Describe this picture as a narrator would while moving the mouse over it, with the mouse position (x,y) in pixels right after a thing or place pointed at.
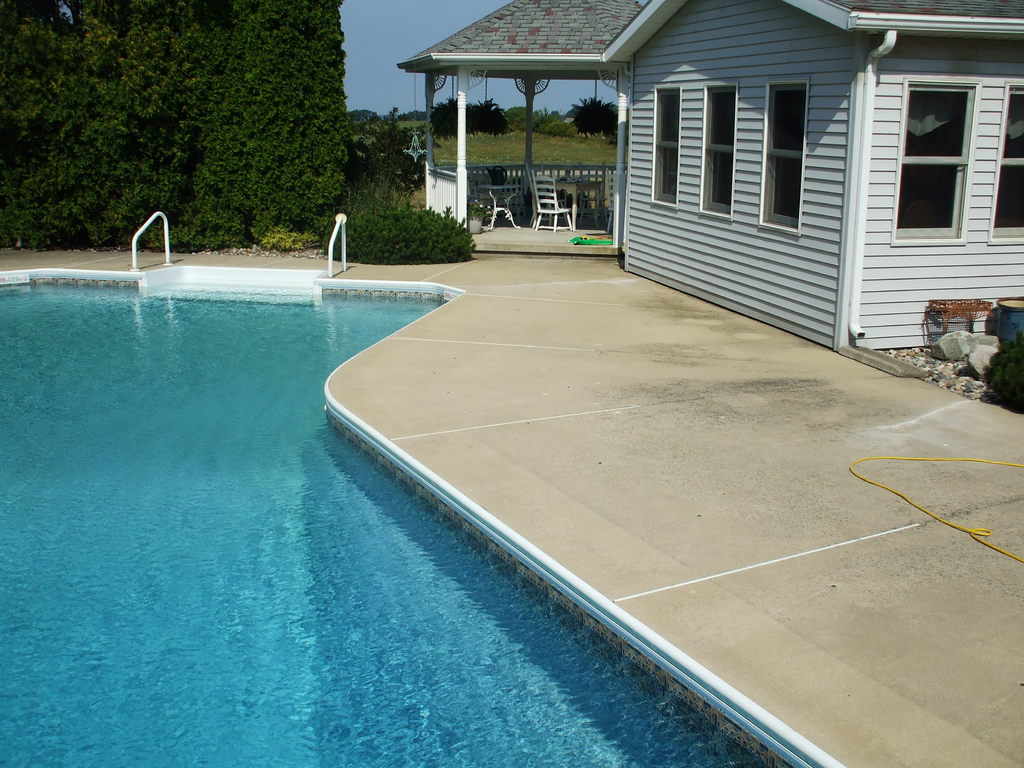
At the bottom of the image (133,625) there is a swimming pool (380,284). In the top right corner of the image (974,233) there is a house (974,233), in the house (683,100) there are some chairs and tables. Behind the house (716,144) there are some plants (387,121) and grass (543,154). In the top left side of the image (202,248) there are some trees (0,182).
